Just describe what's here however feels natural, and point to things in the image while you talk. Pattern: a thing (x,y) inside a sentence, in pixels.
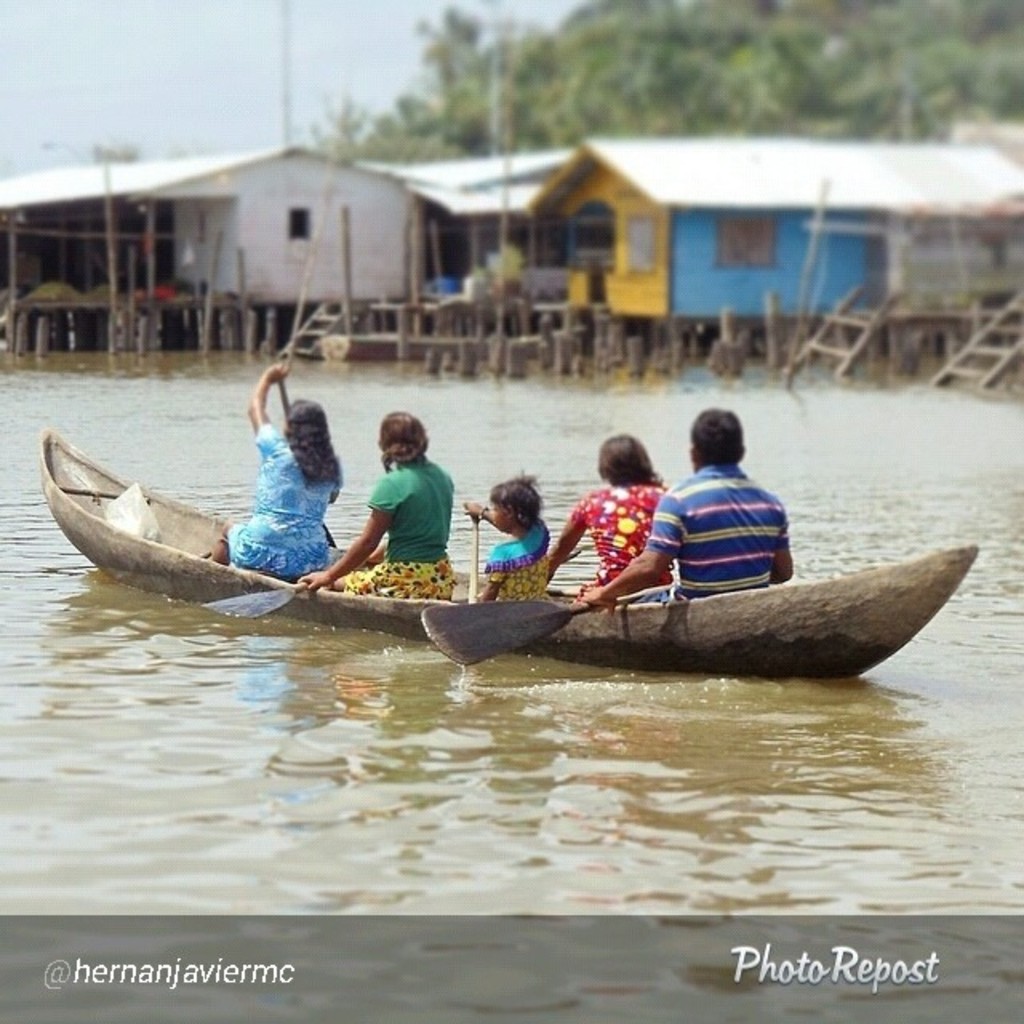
This picture shows few people (768,571) seated in a boat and we see, few are holding sticks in their hands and we see houses (481,219), trees (543,143). We see text (174,964) at bottom left (174,958) and right corner of the picture (916,971).
